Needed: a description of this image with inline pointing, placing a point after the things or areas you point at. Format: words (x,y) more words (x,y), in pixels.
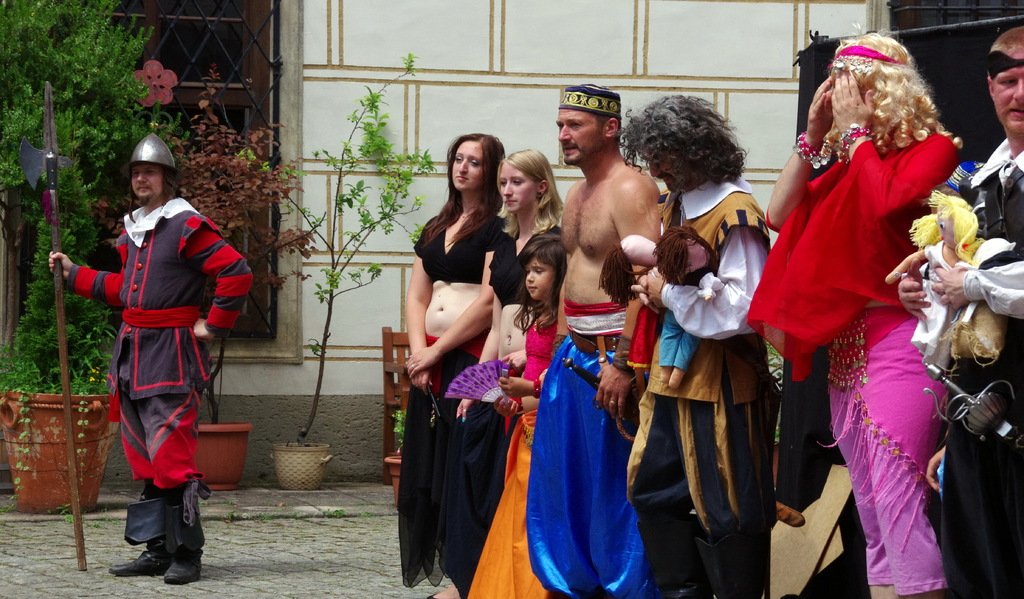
In the foreground of the picture (641,259) there are people (454,288) standing, towards right (731,288) there are men (740,272) holding toys (663,264). On the left (135,310) there is a person (67,263) holding a spear (83,538), beside him there are plants (103,364) and a window (205,84). In the background (504,48) it is wall (330,233) and there are plants (386,467) and a wooden object (393,376).
